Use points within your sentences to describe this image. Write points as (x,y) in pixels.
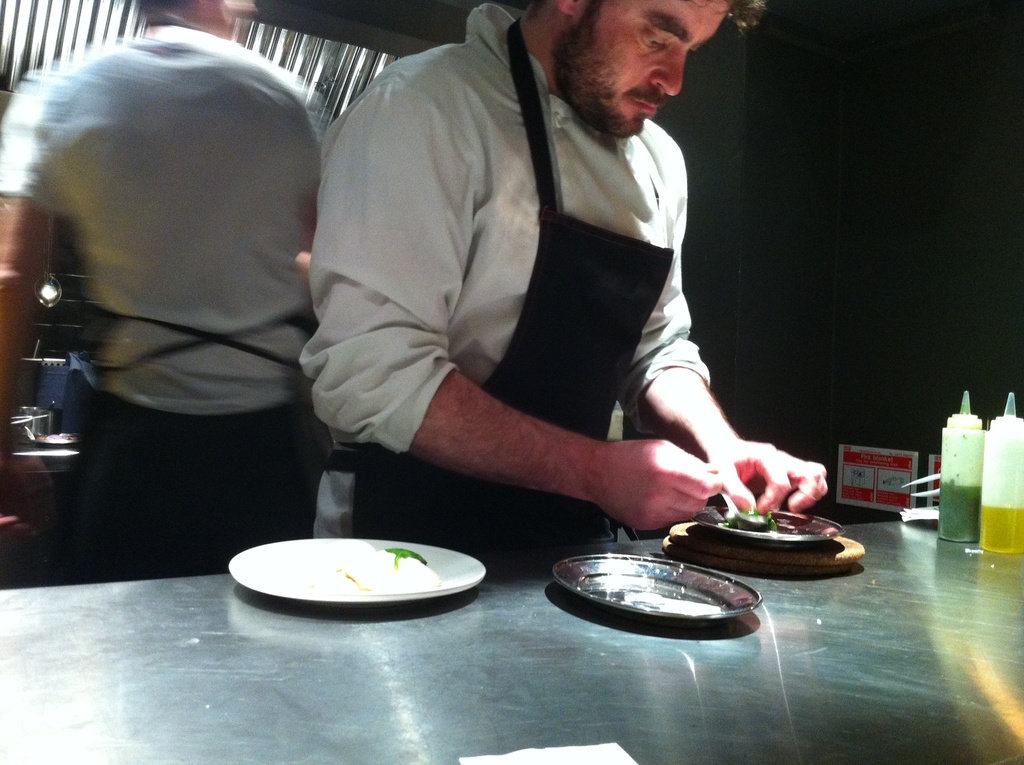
This image is taken indoors. At the bottom of the image (211,670) there is a table (614,665) with a few things (753,563) on it. In the middle of the image (387,390) a man (604,312) is standing and he is plating food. On the left side of the image (143,127) there is a man (123,338). In the background (988,351) there is a wall (733,297) and there is a kitchen platform (60,448) with a few things (45,426) on it.
